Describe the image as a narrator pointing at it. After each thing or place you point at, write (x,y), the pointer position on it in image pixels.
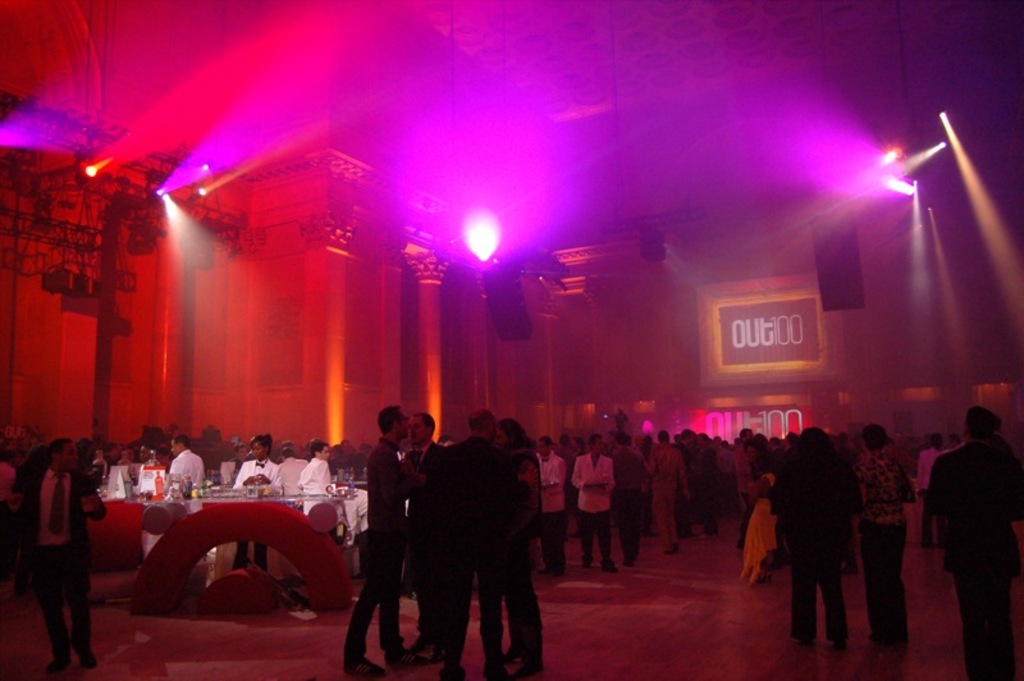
In the image in the center (607,450) we can see group of people (694,456) were standing. And we can see one table (283,529). On the table (288,525), we can see bottles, tissue papers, glasses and few other objects (340,481). In the background (436,278) there is a building (178,282), wall (206,313), roof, pole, lights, pillars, chairs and few other objects (498,313).
